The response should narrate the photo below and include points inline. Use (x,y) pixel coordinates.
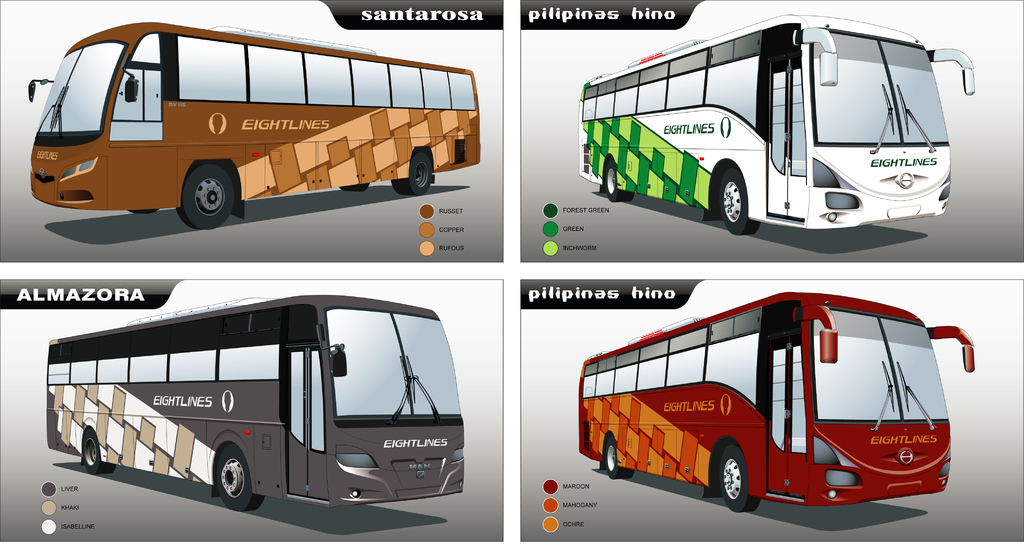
In this image we can see collage. In the images we can see buses (258,77) with different colors and also there is text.
